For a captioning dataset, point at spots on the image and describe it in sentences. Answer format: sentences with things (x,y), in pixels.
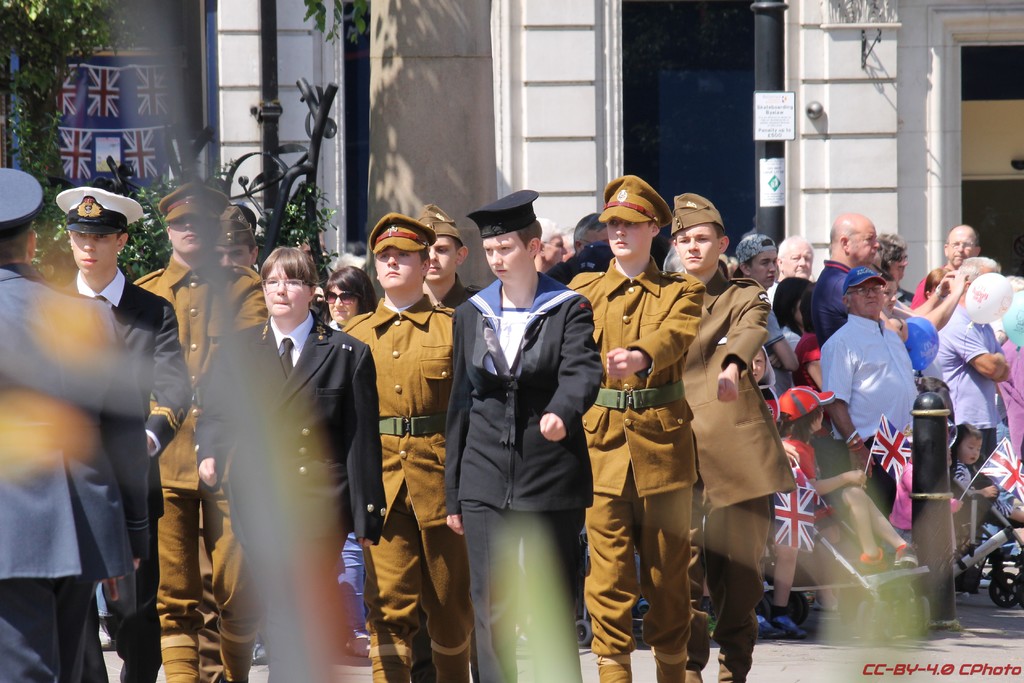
In this image we can see few people (680,360), some of them are walking, few of them are standing, few are holding flags (810,504), there are balloons (925,329), iron pole (948,471), in the background (782,153) there is a building (369,96), trees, a pole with boards (772,122) and an iron railing (318,157).
